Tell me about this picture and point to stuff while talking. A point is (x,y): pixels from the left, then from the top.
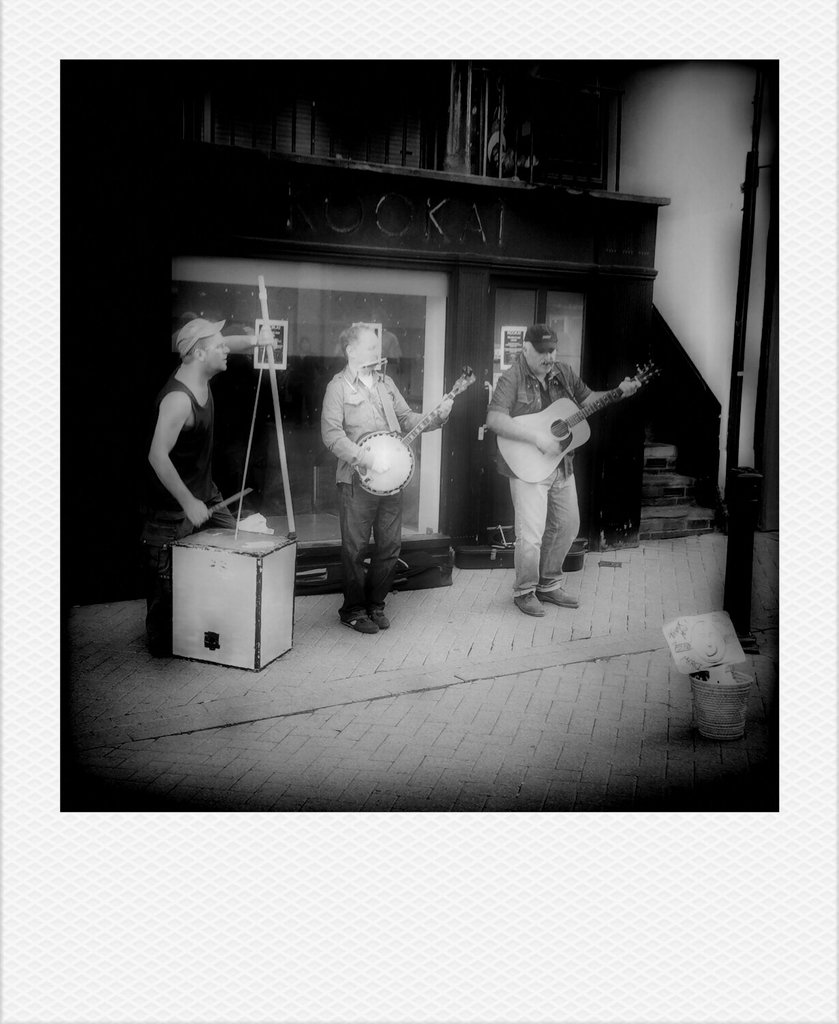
This picture is clicked on a street (358,806). Here, we see three men (356,433) standing and playing musical instruments (529,447). The man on the right corner of the picture (573,538) is playing guitar (531,478) and the man (148,535) on the left corner (166,426) is playing a bass (218,548). Behind them, we see a building (401,205) which is black in color and on the bottom of the building (306,334), we see glass (337,320). On the right bottom of this picture (733,699), we see a bucket (719,705).
